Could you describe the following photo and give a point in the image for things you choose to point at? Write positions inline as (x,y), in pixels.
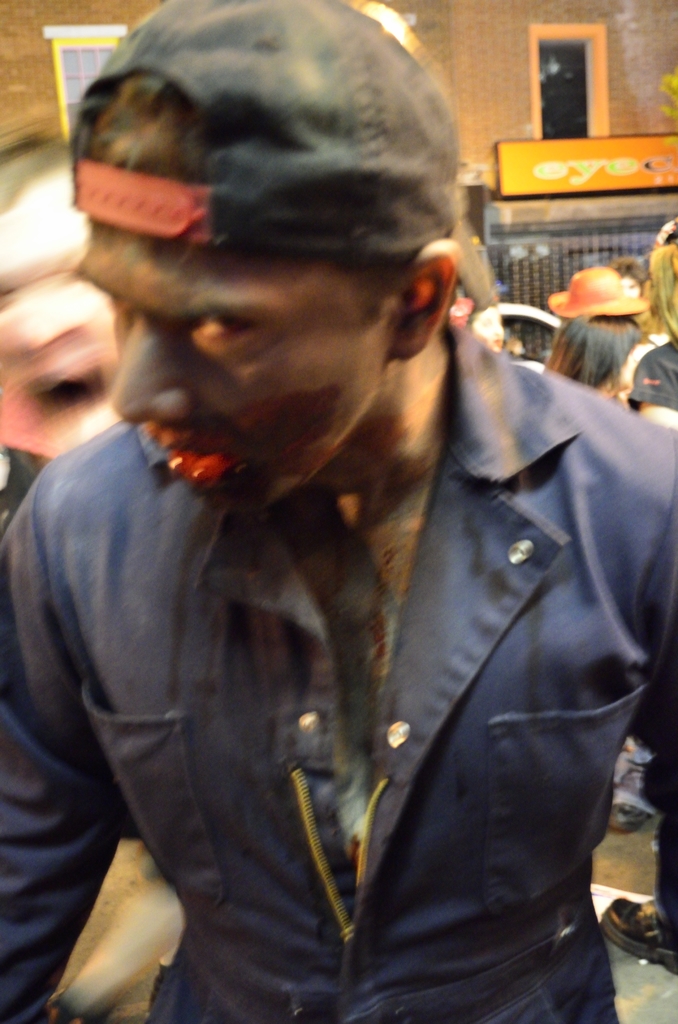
As we can see in the image in the front (390,494) there is a man (340,504) wearing blue color jacket (435,636). In the background (637,383) there are few people (597,365), wall (440,4), banner (565,191) and there is a window (568,87).
